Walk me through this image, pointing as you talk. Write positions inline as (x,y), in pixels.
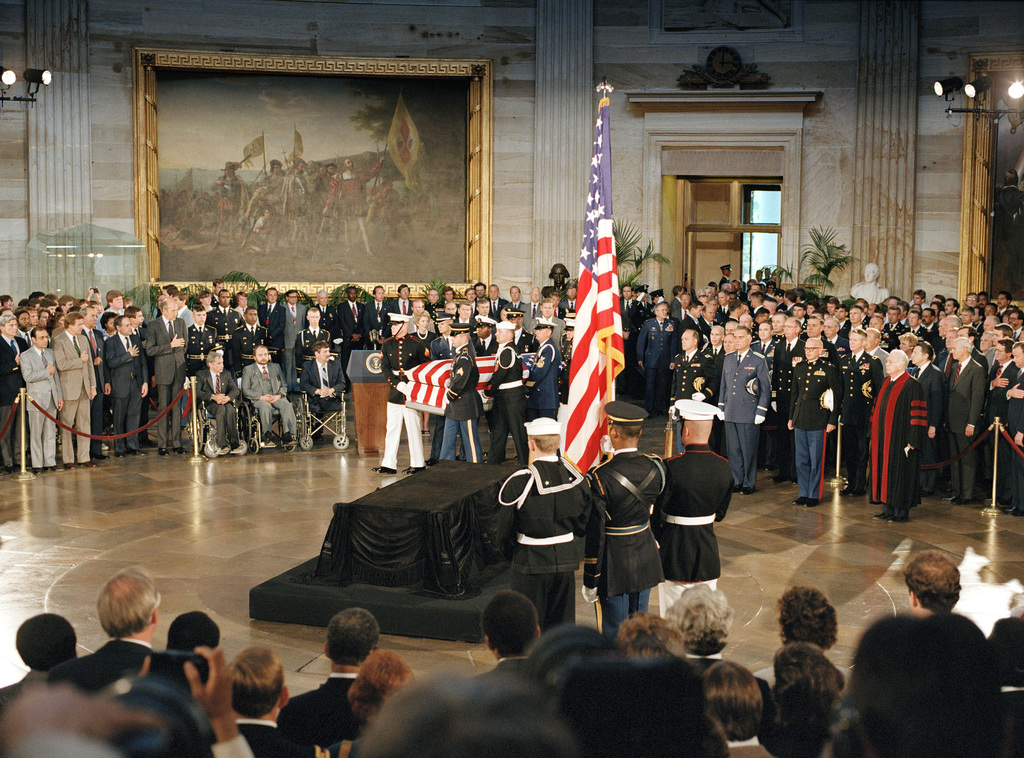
In the image a box (451,366) of a martyred soldier (489,361) is being brought into the hall (430,432) and around the hall (686,354) there are plenty of people (651,369), in between the hall (274,540) there is a flag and a black cloth (414,494) with table (416,493) is kept in front of the flag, in the background (293,24) there is a wall (91,117) and there is a poster (252,187) attached to the wall (275,15) and on the right side (685,266) there is a door (685,266).
